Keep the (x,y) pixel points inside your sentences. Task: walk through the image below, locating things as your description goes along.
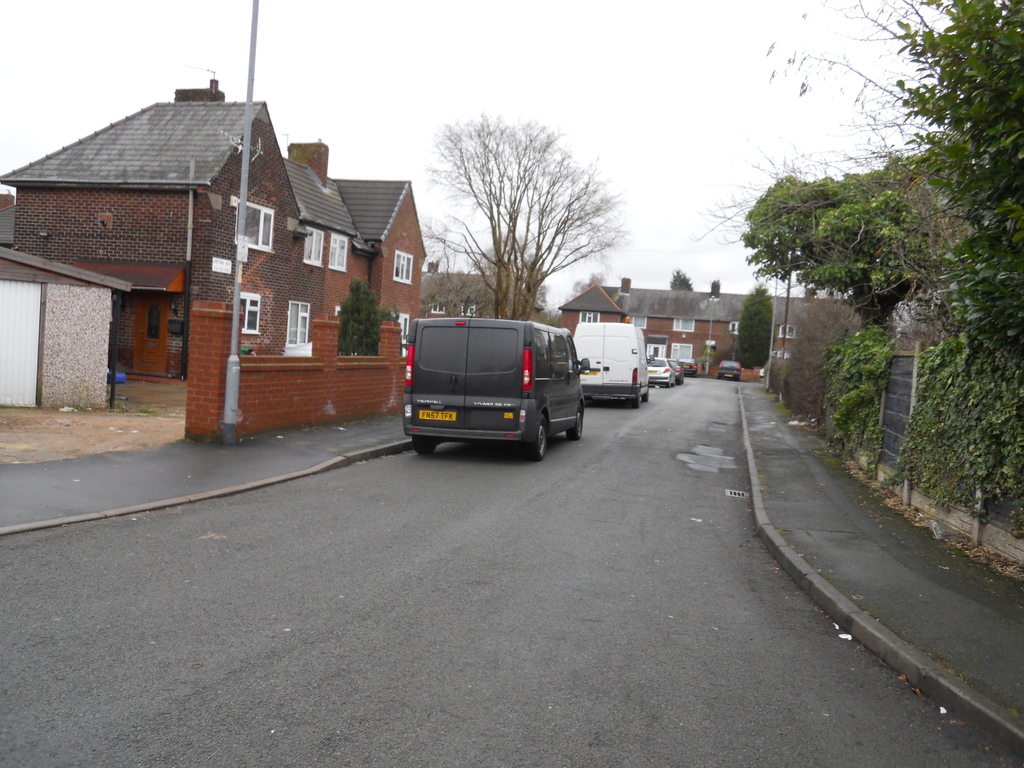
On the right (958,584) there are trees (857,234), fencing (883,383) and footpath (826,468). In the middle of the picture (474,359) we can see vehicles (568,385), road (626,409), buildings (632,316) and trees (528,310). On the left (148,263) there are buildings (260,257), pole (235,300), soil (140,440) and footpath (241,463).
